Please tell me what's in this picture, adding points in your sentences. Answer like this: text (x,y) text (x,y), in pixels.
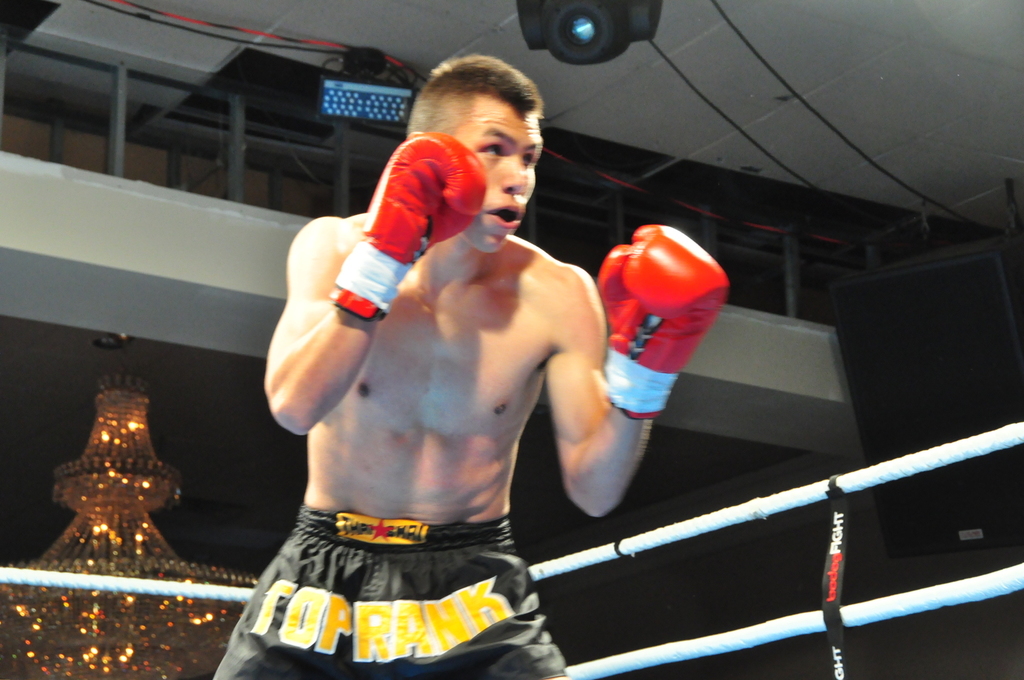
In this picture we can see a man (308,586) standing on a boxing ring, chandelier (96,679) and in the background (1010,271) we can see a speaker (950,303).
